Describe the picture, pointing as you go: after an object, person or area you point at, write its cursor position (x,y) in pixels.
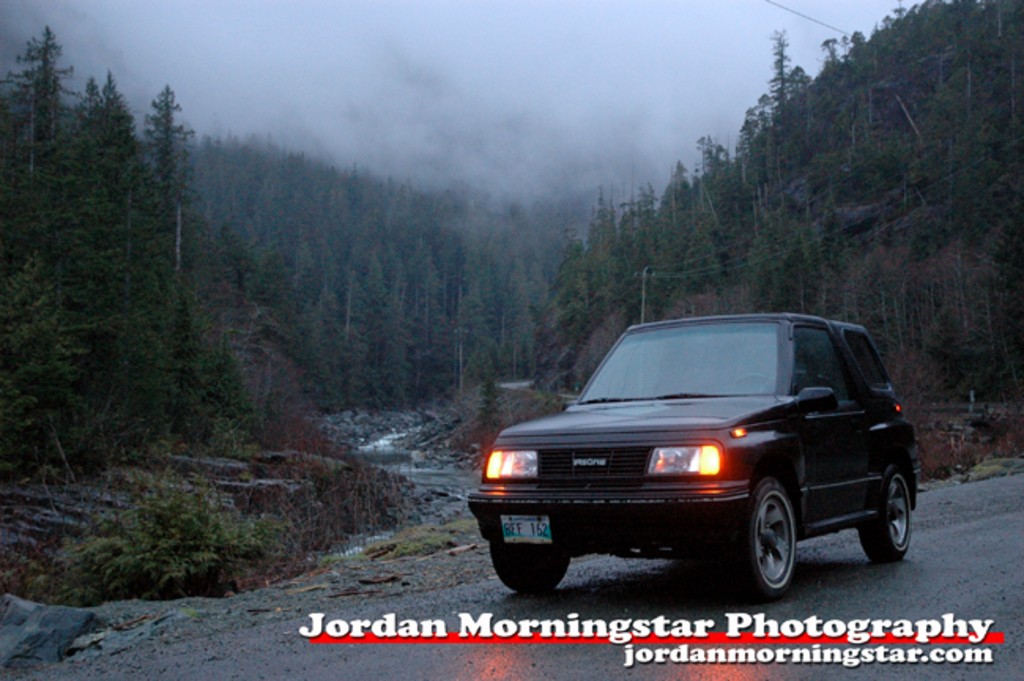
The picture is taken from some website, there is a vehicle (804,416) on the road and behind the vehicle (847,420) there are plenty of tall trees (357,247) and there is a small river (398,447) flowing in between those trees (451,375).
